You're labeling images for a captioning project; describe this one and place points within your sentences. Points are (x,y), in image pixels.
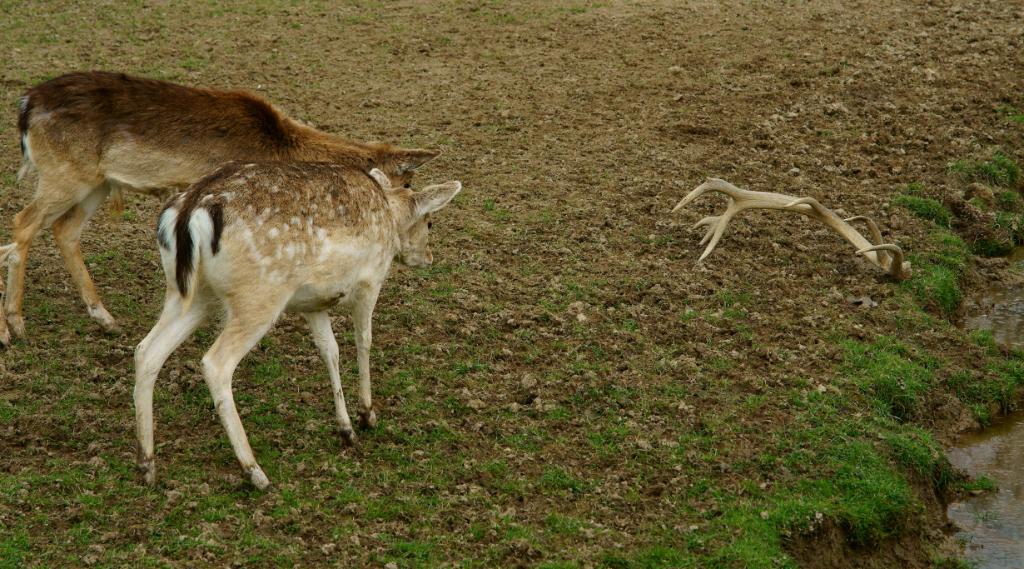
This image consists of deer (188,293). At the bottom (612,412), there is green grass (573,352) on the ground (575,407). On the right (980,497), we can see water (995,523). And we can see the horns (841,237) of a deer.
